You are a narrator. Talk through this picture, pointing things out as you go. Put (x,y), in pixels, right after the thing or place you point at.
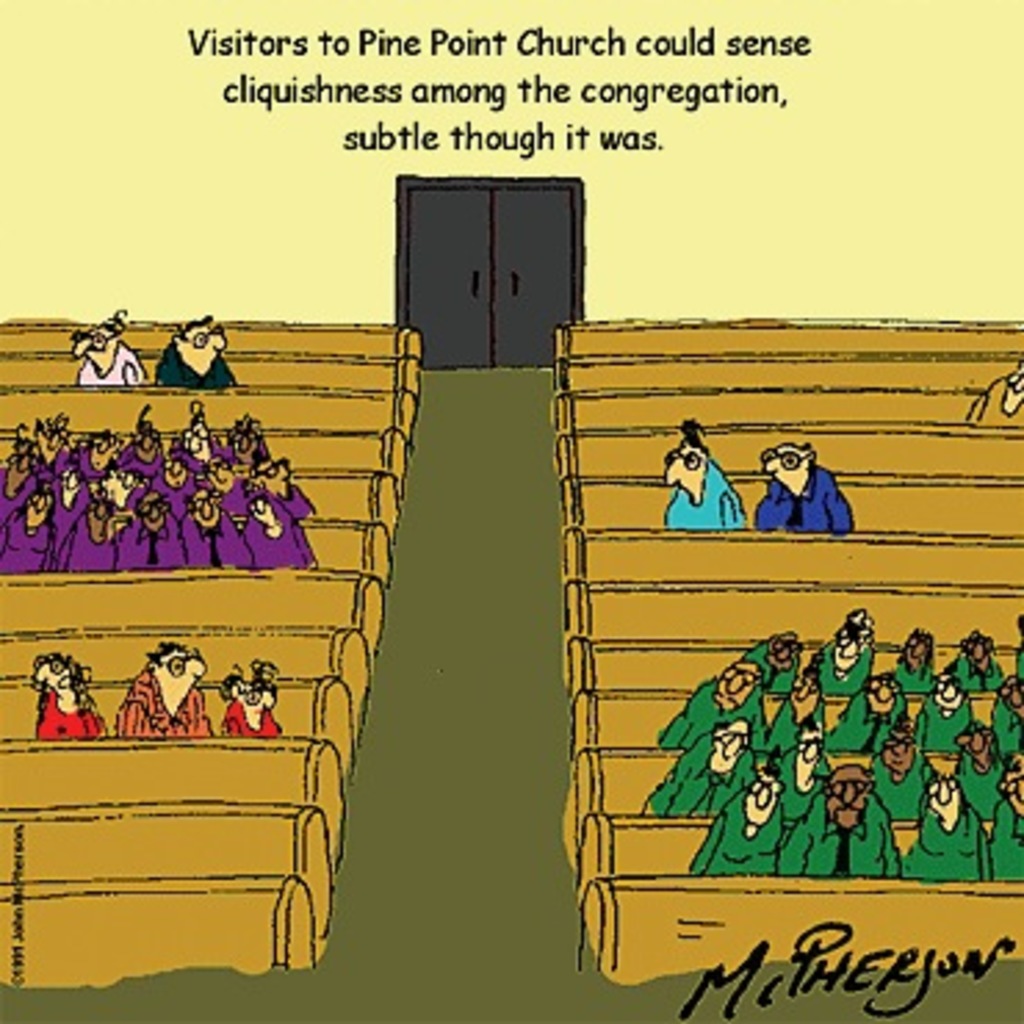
In this picture we can see poster (815,306), on this poster (784,318) we can see people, benches (775,322), door (501,286), wall (548,61) and text (548,85).
